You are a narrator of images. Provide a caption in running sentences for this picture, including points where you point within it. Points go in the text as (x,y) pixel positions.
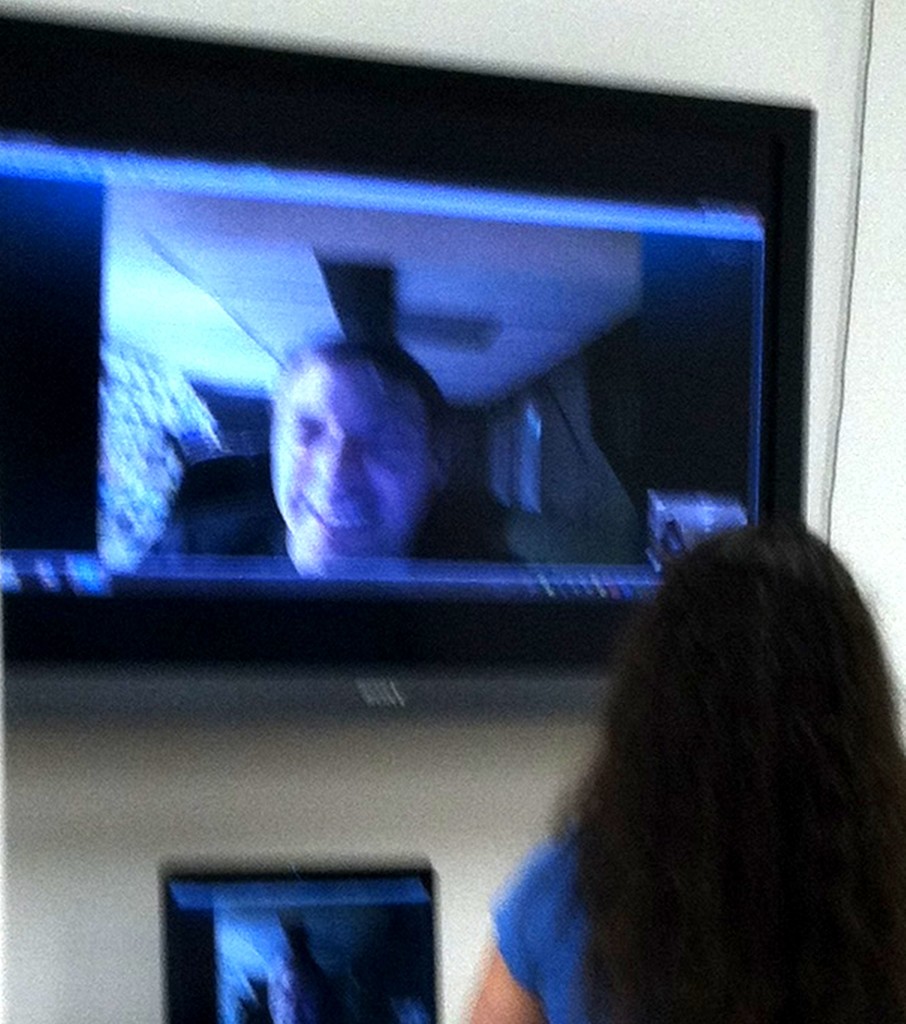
On the right side (667,747) there is a lady (675,899). In the back (329,729) there is a wall (329,729) with television (300,712). Below the television (315,316) there is another screen (301,898).
